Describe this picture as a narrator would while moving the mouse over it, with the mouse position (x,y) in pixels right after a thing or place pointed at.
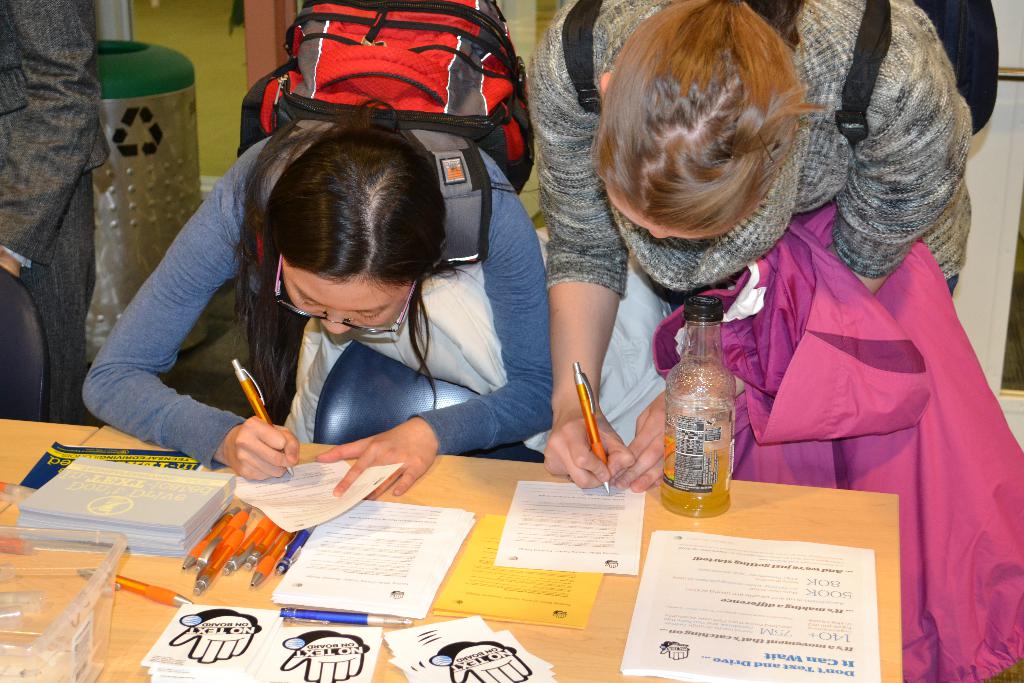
In the image there are two women (380,318) bent on table (712,527) and signing on a paper (343,510) wearing backpack (474,76), the table (388,659) has pens (346,619), papers (338,583) and books (113,520) on it, beside on the left side (37,174) there is a man (44,163).
